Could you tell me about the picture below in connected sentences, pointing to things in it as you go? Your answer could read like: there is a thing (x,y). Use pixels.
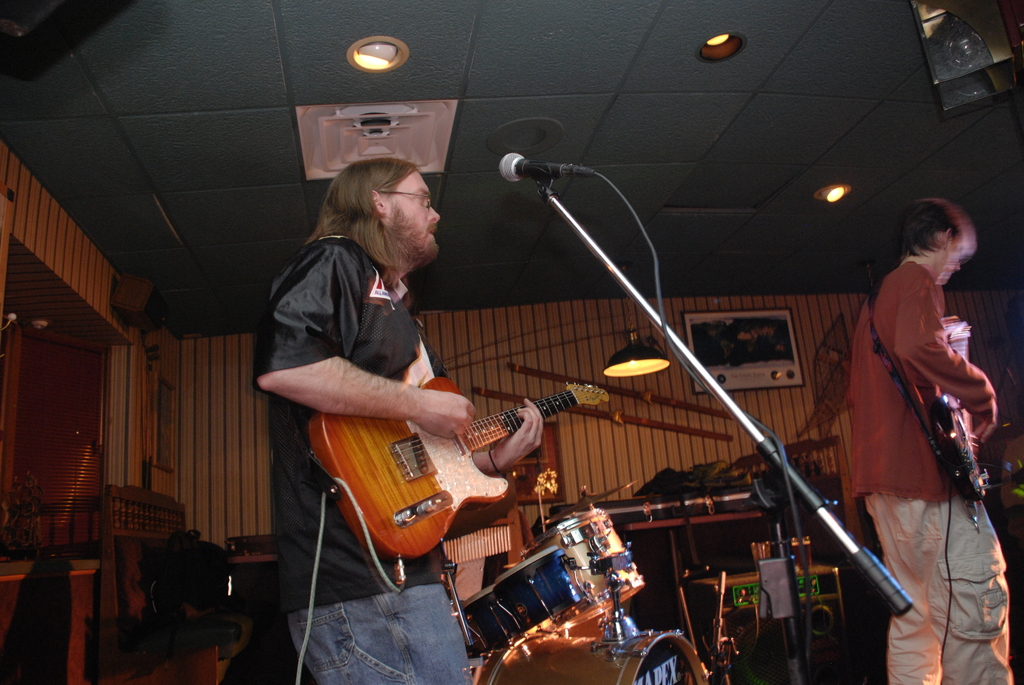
The person (292,334) wearing black shirt (328,310) is playing guitar (393,491) in front of a mic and there is another person (908,341) playing guitar (947,408) in front of him and there are drums (582,552) beside them.
